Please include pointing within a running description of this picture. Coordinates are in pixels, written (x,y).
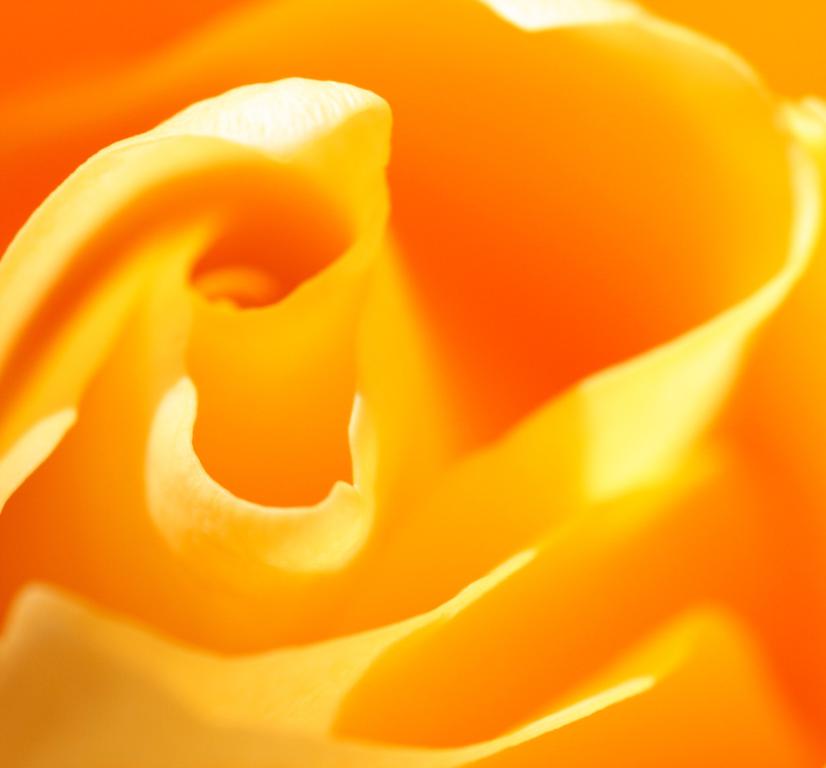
In this image we can see there is a yellow color flower (340,387).
